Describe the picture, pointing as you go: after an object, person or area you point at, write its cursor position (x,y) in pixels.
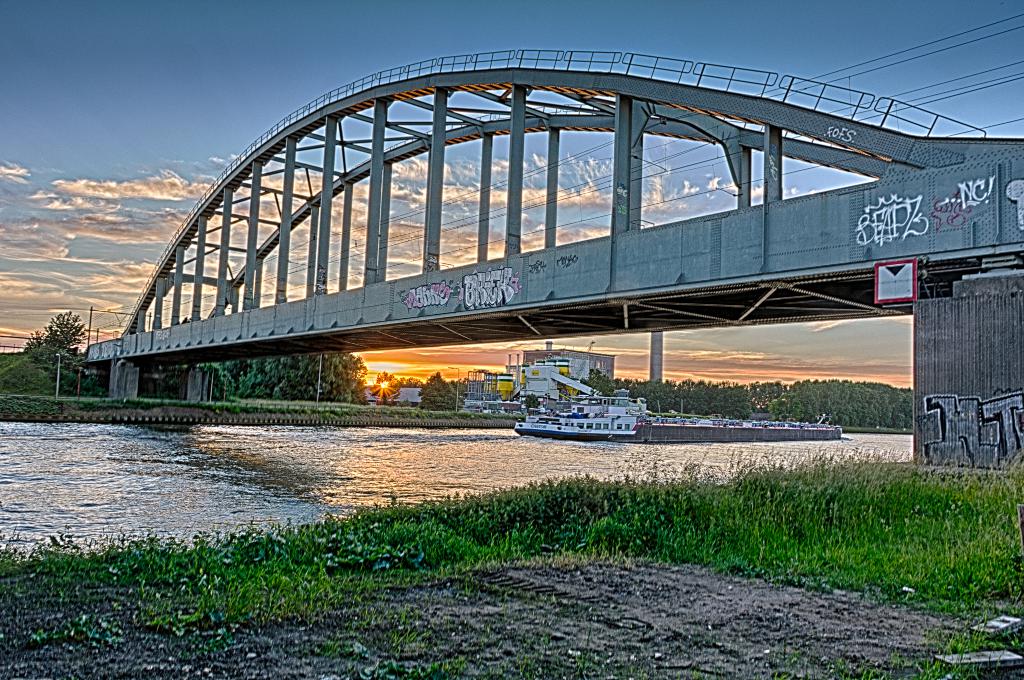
There is a ship (586,424) on the water (418,459). This is grass (737,514) and there is a bridge (754,119). In the background (238,67) we can see trees (861,385), poles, and sky (103,155) with clouds (98,184).
